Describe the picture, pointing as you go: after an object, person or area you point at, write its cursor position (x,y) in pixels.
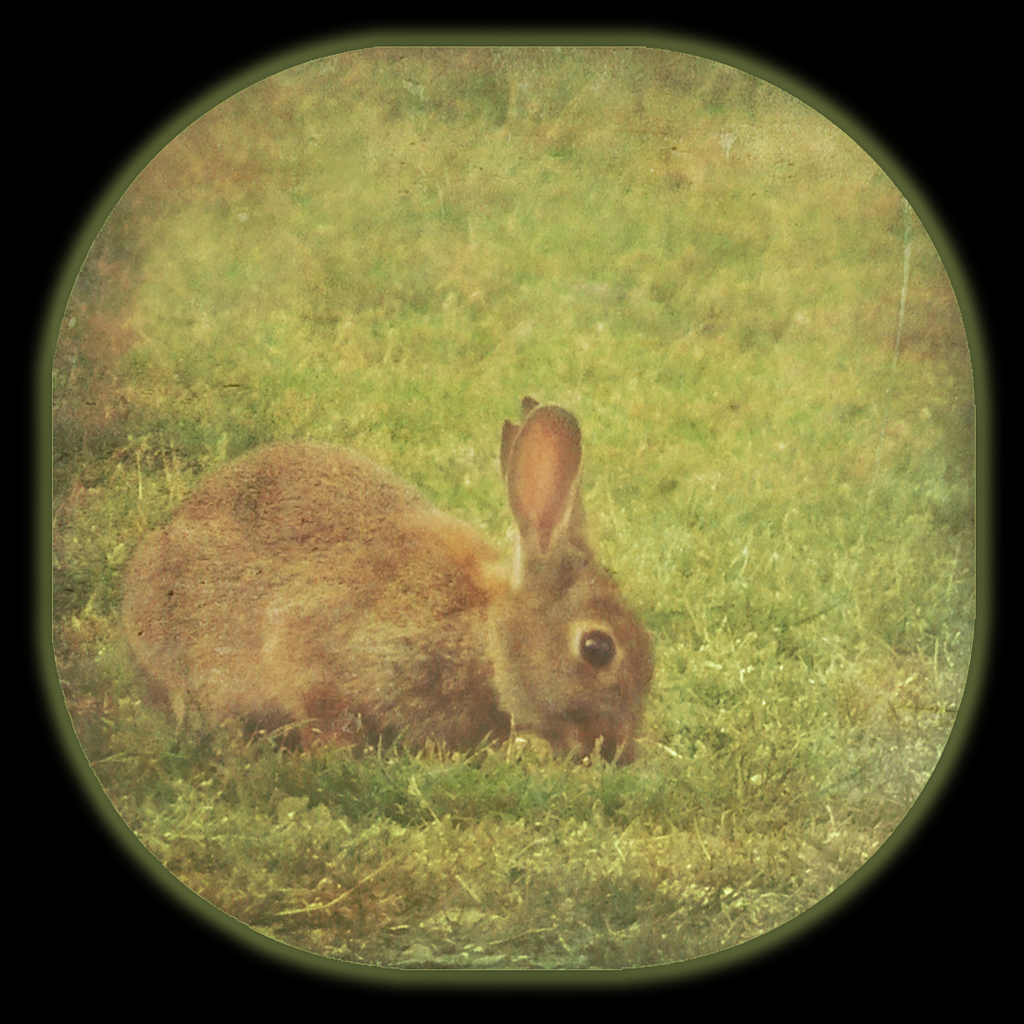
This image consists of a rabbit (356,610) in brown color. At the bottom (425,823), there is green grass (338,825). It looks like it is clicked from a camera lens.
